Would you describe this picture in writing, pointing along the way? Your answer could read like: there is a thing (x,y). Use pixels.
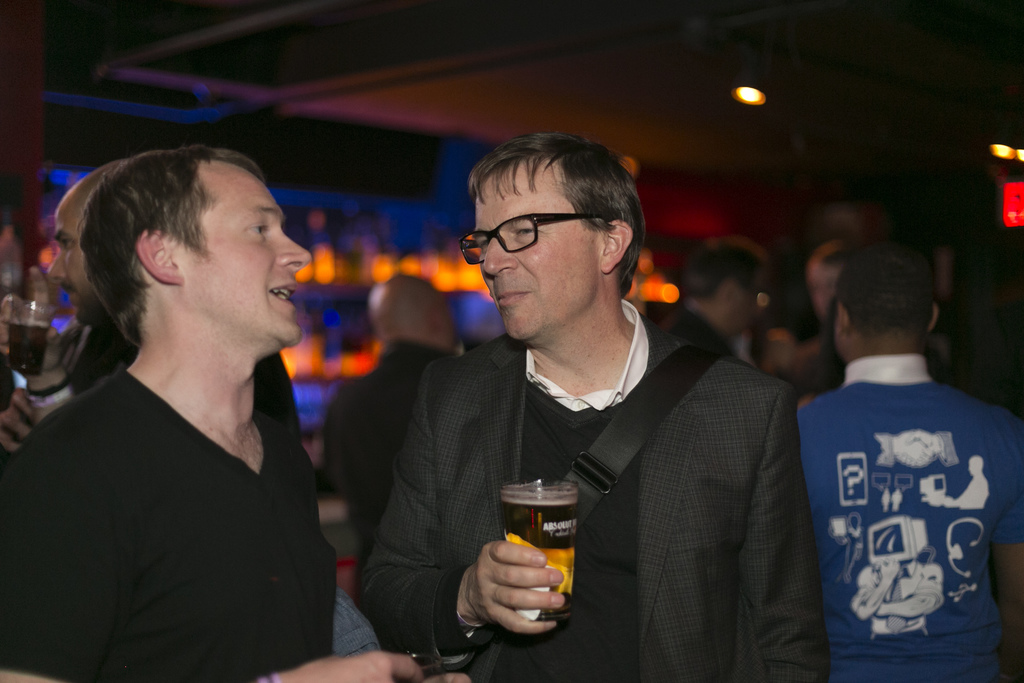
As we can see in the image there are few people (551,195) standing. The person (523,270) who is standing in the middle (523,256) is wearing spectacles (517,238) and holding glass (552,527) in his hand (560,578).
